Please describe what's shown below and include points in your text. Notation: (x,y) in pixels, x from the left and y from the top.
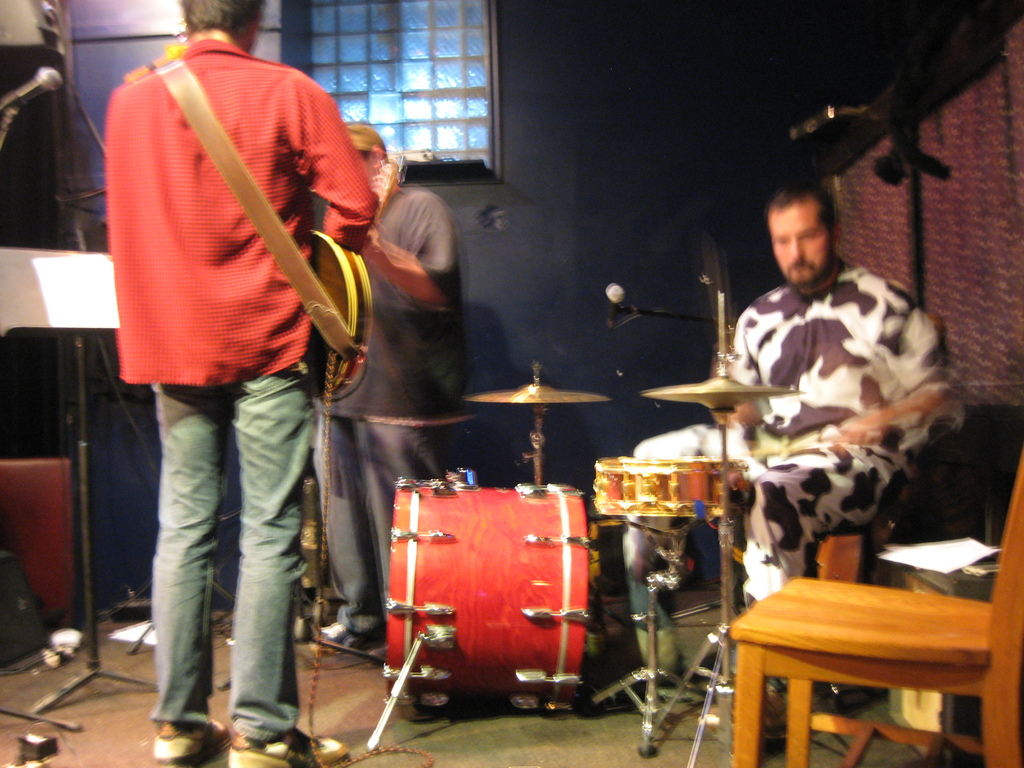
This is a picture taken in a room (286,248), there are group of people (225,248) performing the music instruments (355,340). The man (244,268) in red shirt (222,266) holding the guitar (342,308). Background of this people (407,433) is a wall (607,181) which is in black color.
